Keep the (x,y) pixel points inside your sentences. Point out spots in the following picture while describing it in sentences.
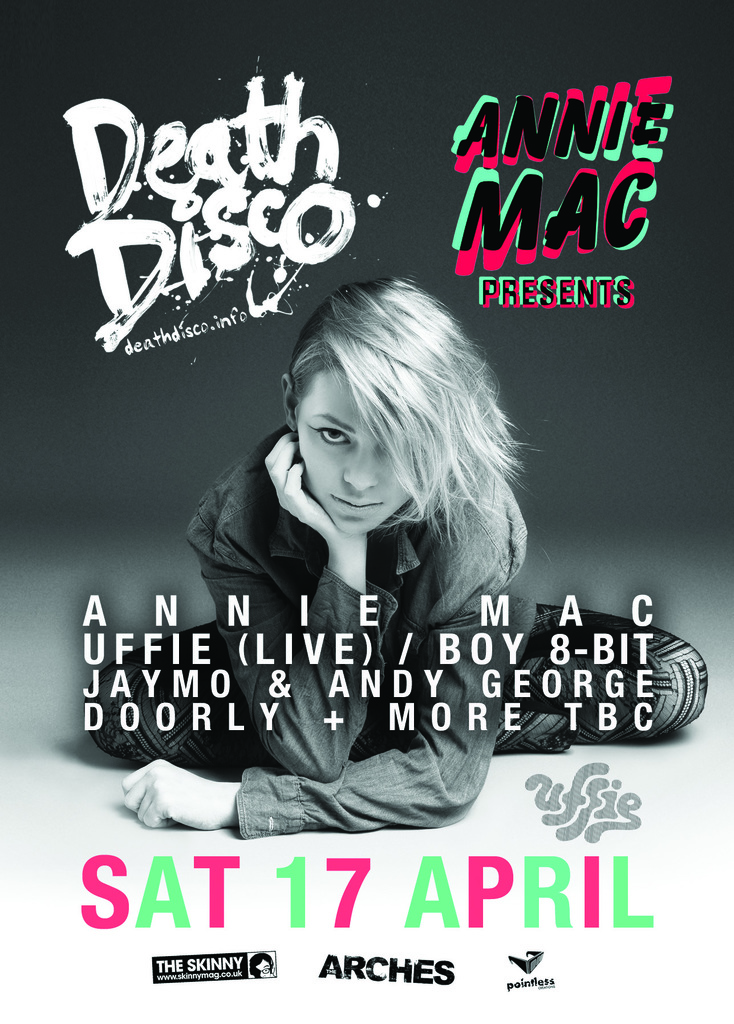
This is an advertisement and here we can see a lady (374,537) sitting and in the background (343,916), we can see text (342,917).
